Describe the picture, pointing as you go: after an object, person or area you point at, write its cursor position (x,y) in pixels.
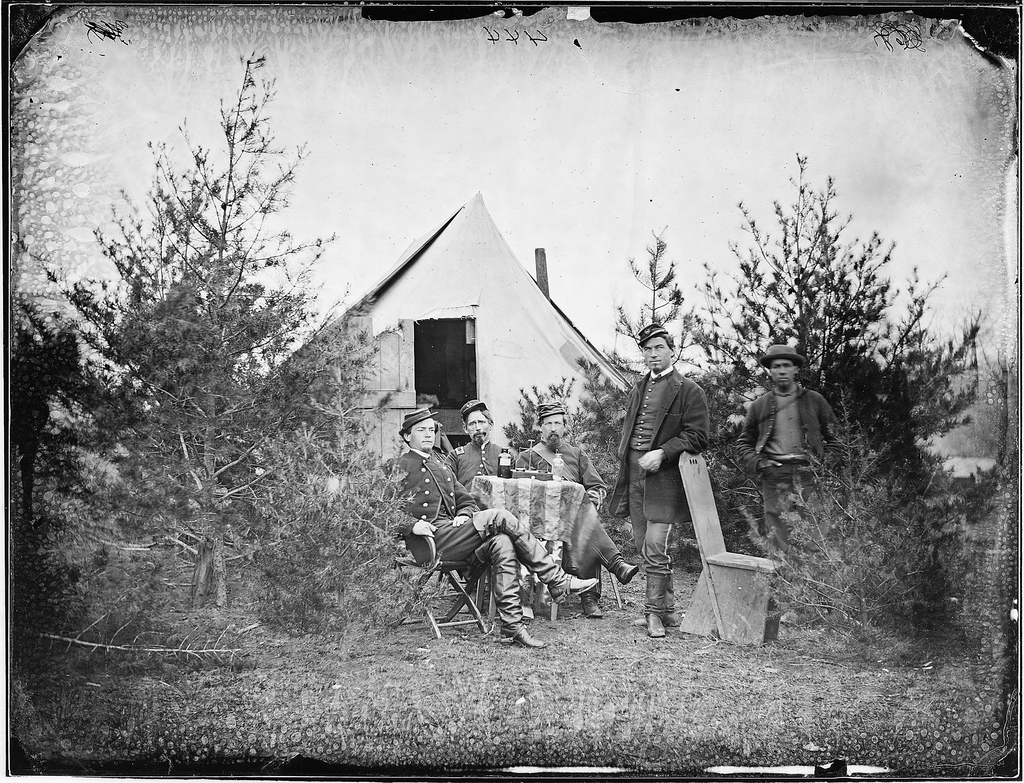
Here we can see a picture in which we can see a group of people (439,449) sitting and standing, behind them we can see a hut (385,339) and trees (211,451) present.
